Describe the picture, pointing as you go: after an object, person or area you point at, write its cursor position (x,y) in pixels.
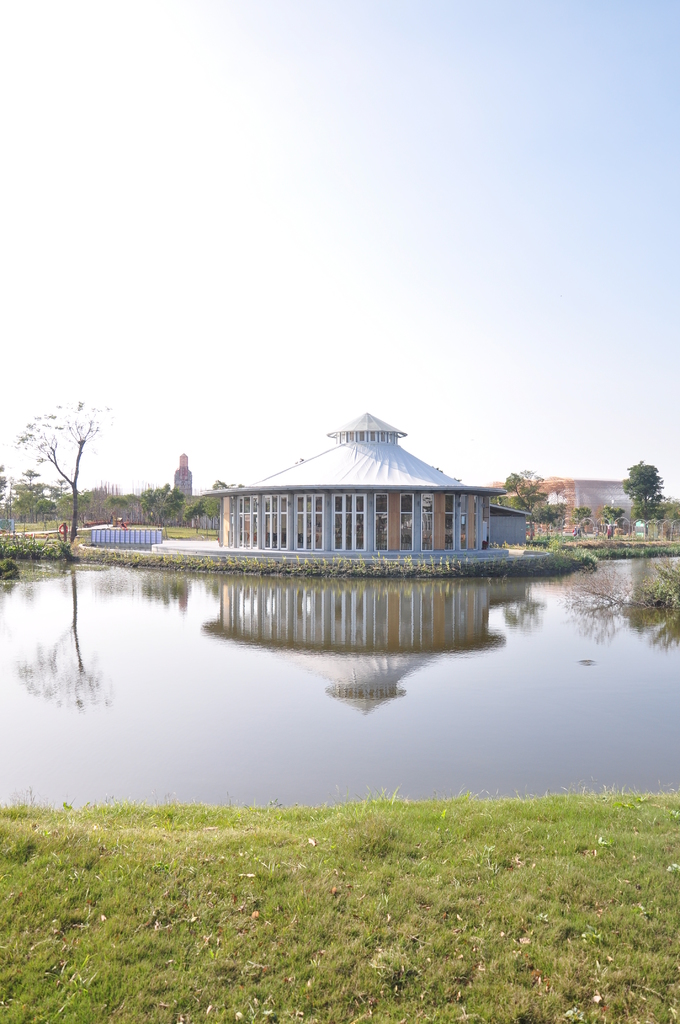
In this image, there is grass (543,1001) on the ground (570,1001) which is in green color, there is a small water pond (459,736) and there is water (198,692), at the middle (300,475) there is a house (308,468), at the top (546,188) there is a sky (228,223).
